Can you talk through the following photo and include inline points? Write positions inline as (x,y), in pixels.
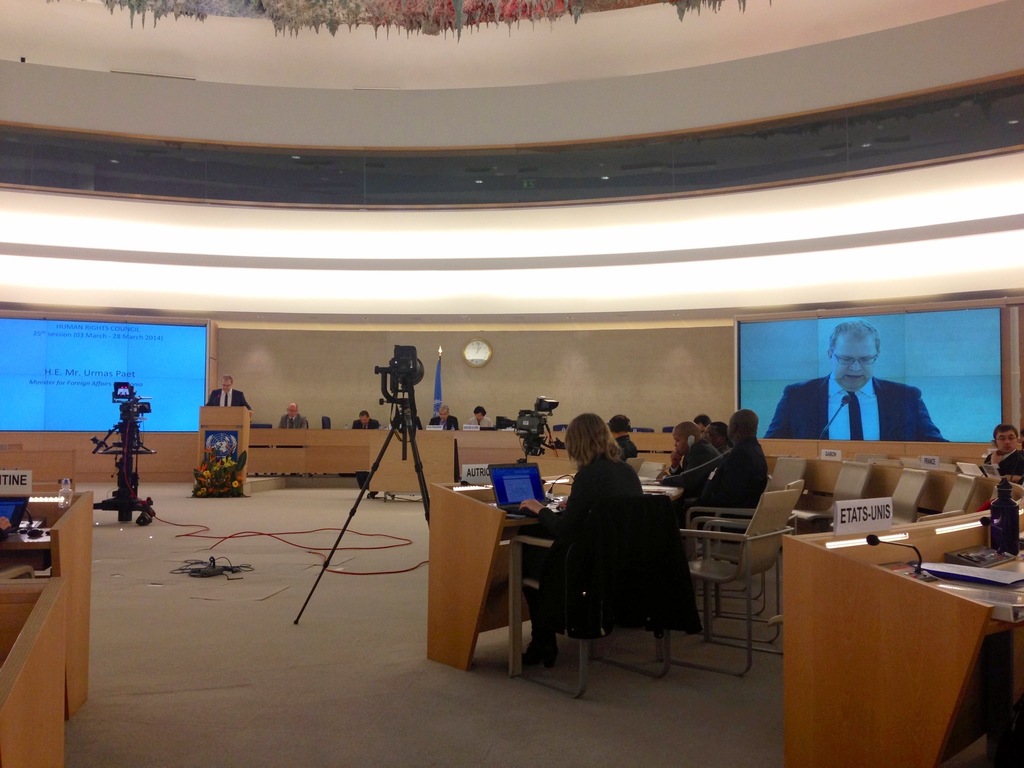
in the picture we can see a room (135,296), in which the number of people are sitting in the chair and working with their laptops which are on the table (462,527), here we can see a person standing in front of the podium (225,425) and saying something, here we can see a screen (931,339) on the wall (232,352) in which we can see picture (855,397) of the person (858,385) who is standing in front of the podium (212,420), here we can also see the cables (222,571) on the floor (217,616), here we can see the stand (388,444) with the video camera (412,372).
